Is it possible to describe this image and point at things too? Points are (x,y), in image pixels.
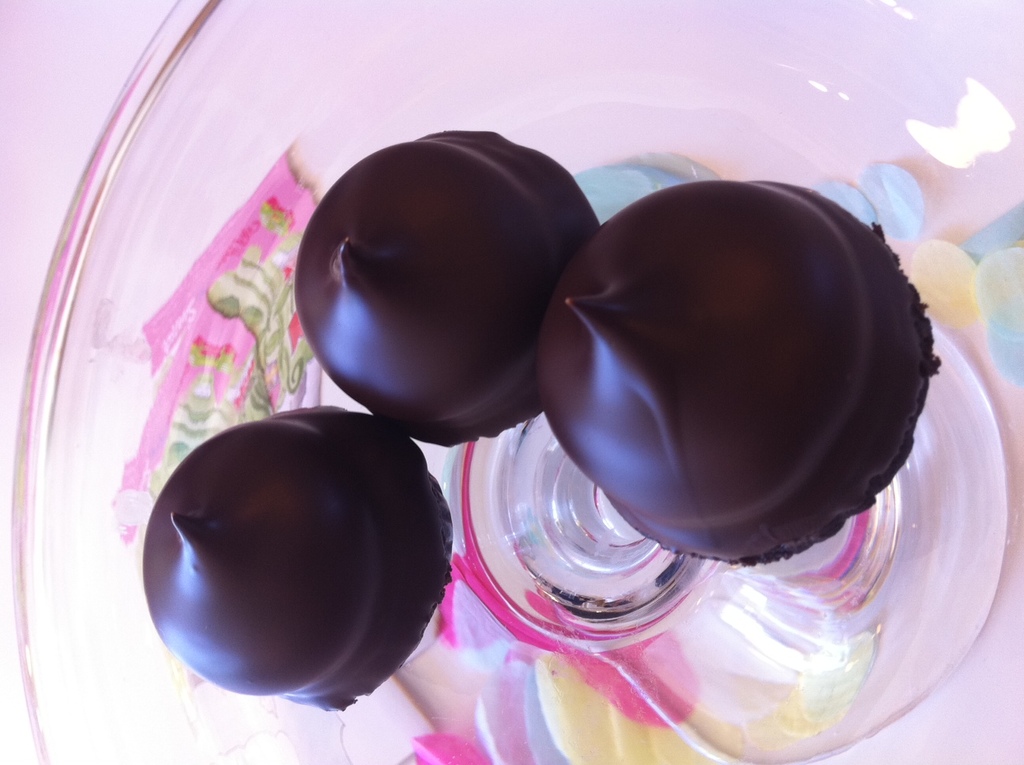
In this image we can see chocolates (429,429) placed on the table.
